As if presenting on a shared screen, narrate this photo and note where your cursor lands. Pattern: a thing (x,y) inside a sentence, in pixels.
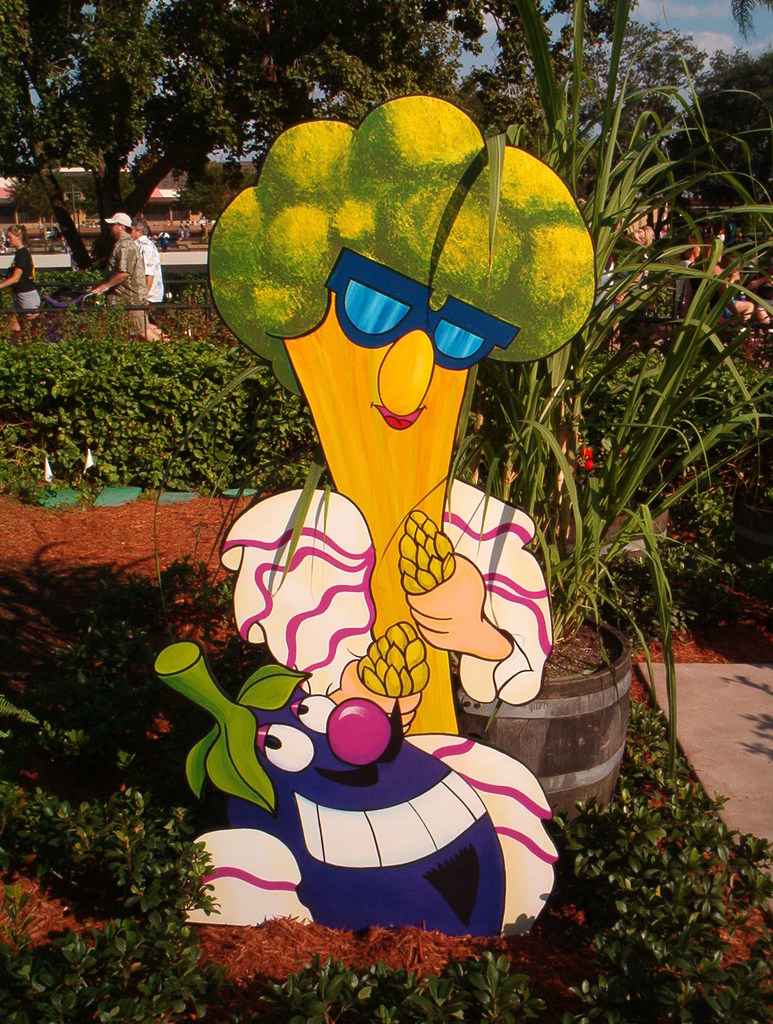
In this image I can see a board (407,820) of a brinjal (382,768) and a broccoli (387,403) which is green, yellow, white and violet in color and I can see few trees (171,872), a flower pot (569,728) and the ground (190,563). In the background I can see few persons (145,226) walking, the railing (41,311), few trees (299,8), few buildings (159,186) and the sky (672,2).
